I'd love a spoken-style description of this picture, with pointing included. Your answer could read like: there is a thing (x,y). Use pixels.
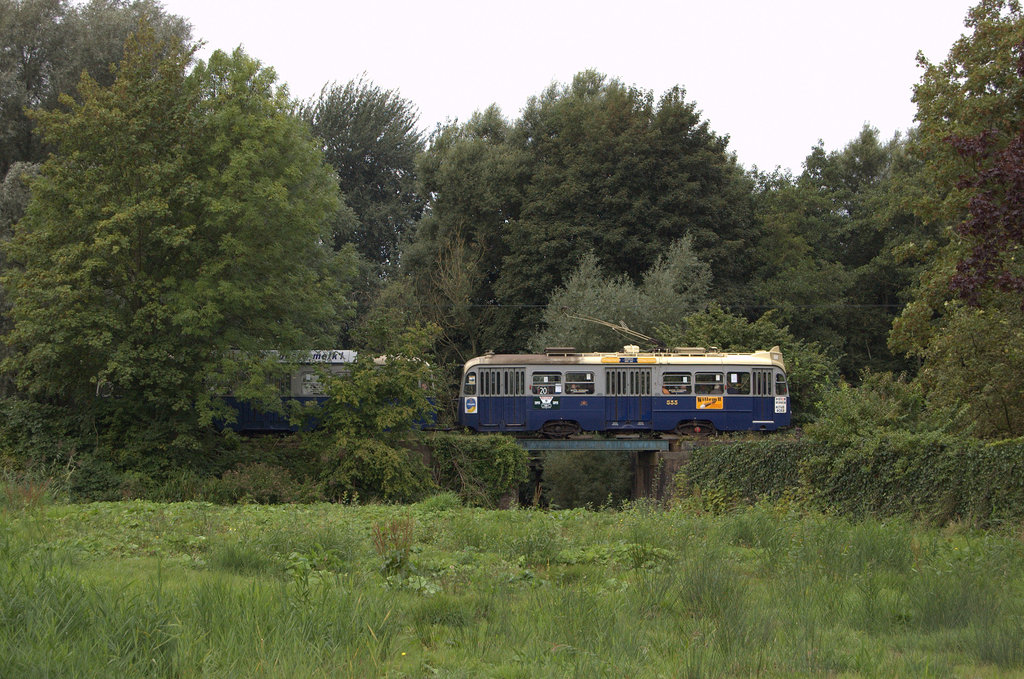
In this image, I can see a train (576,405) on a railway track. There are trees (91,151), plants (958,424) and grass (561,602). In the background (426,127), I can see the sky (524,73).
